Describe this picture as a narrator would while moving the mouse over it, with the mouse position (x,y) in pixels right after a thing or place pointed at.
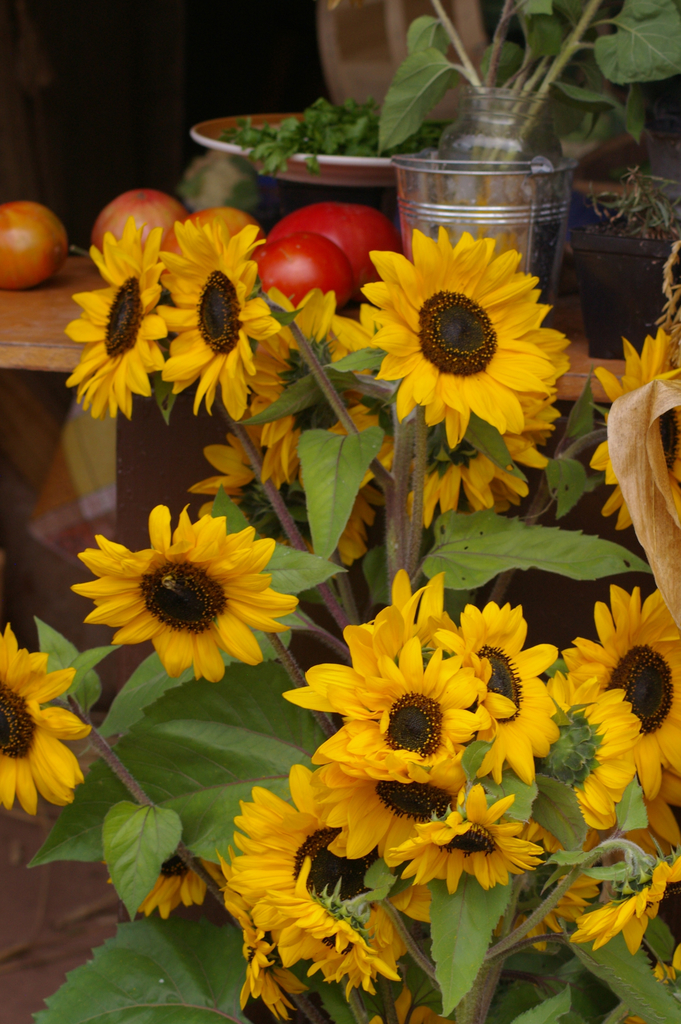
Here we can see flowers (244,410) and leaves (193,802) and we can see tomatoes (235,220), vegetable leaves (291,145) with plate (312,177) and leaves (547,28) with vase (484,125) in a bucket (510,171).
